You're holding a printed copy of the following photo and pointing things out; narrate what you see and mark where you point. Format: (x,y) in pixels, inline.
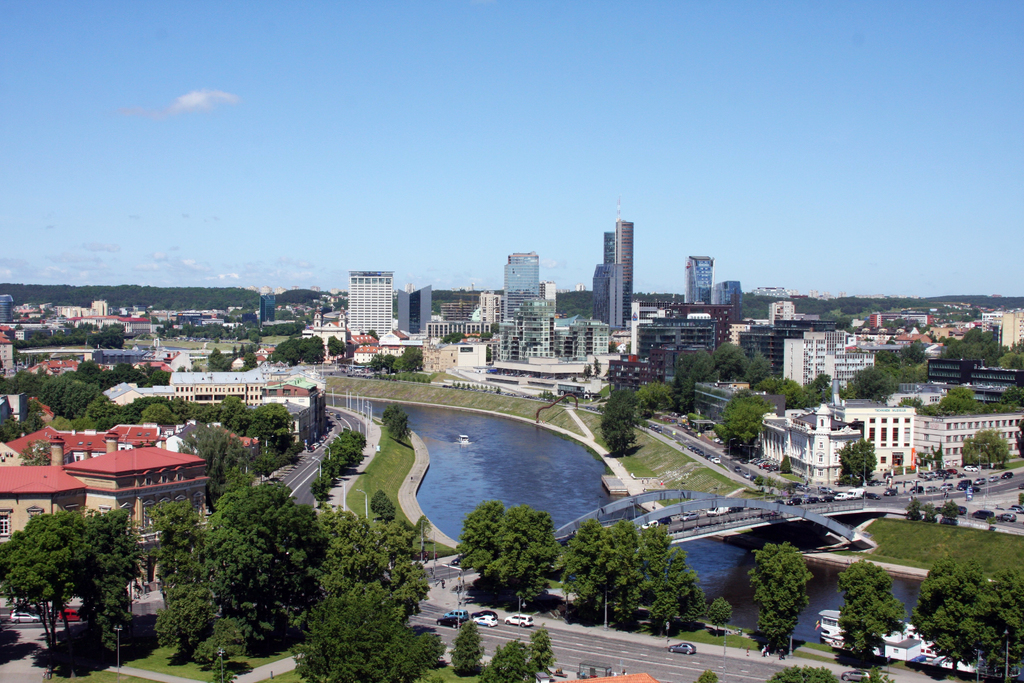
This image is taken from the top view where we can see the view of the city (548,302). In the middle (516,452) there is a canal (484,455) and there are buildings (488,301) on either side of it. There are trees (103,379) in between the houses (131,353). At the top (336,45) there is the sky (343,35). There is a bridge (716,533) on the canal (699,564).
